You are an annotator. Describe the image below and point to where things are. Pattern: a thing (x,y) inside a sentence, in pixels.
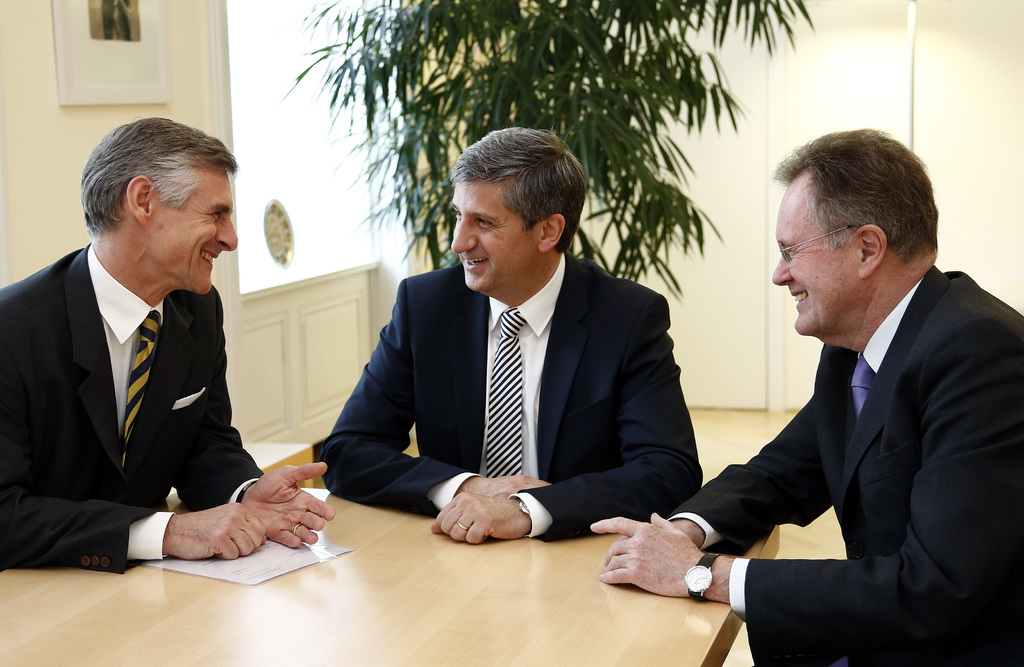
In front of the image there are three people (672,384) sitting on the chairs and they are having a smile on their faces (778,269). In front of them there is a table (339,568). On top of it there is a paper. Behind them there is a flower pot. On the left side of the image (167,49) there is a photo frame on the wall (13,238). There is a glass window (365,203). In the background of the image (776,125) there is a wall (973,40).
